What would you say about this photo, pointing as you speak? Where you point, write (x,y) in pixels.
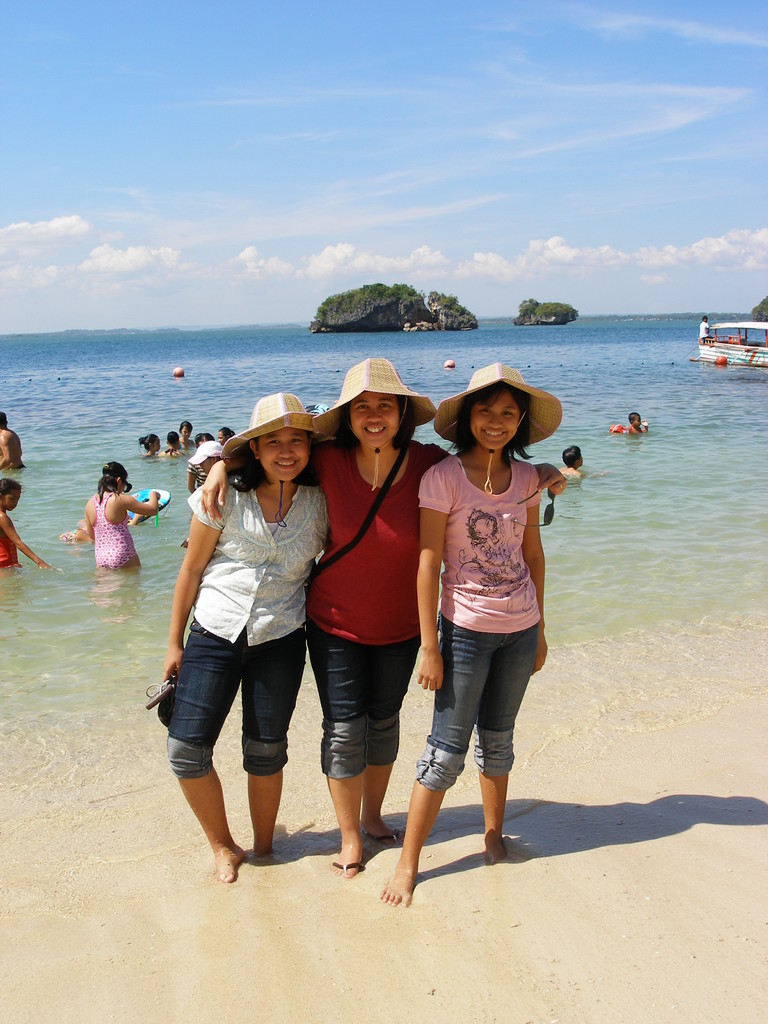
In this image I can see three women (176,590) standing in the center of the image (388,377) and posing for the picture they are wearing hats (351,382). I can see the other people (119,478) in the sea water (201,377) behind them. I can see a boat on the right side of the image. I can see some rocks (414,317) and trees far behind in the center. At the top of the image (534,28) I can see the sky (444,61). I can see the sand (444,838) at the bottom of the image (424,848).
